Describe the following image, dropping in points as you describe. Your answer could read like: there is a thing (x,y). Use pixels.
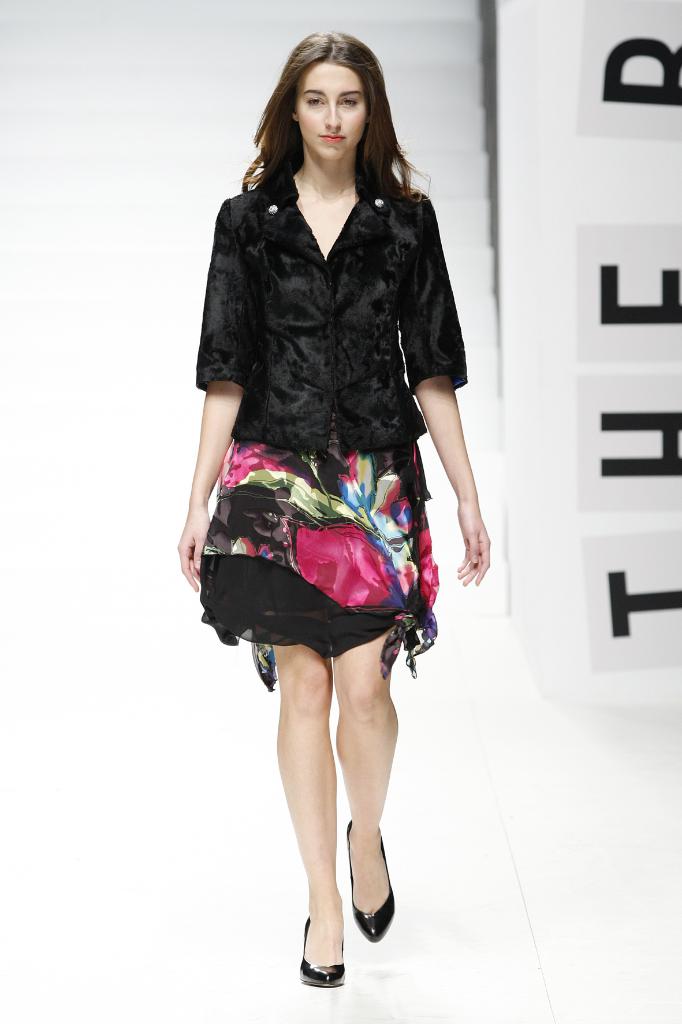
In this image we can see a woman (305,636) is walking on a platform (526,999). In the background (627,108) the image is not clear but we can see texts (626,97) written on a wall (596,118) on the right side (617,100).
